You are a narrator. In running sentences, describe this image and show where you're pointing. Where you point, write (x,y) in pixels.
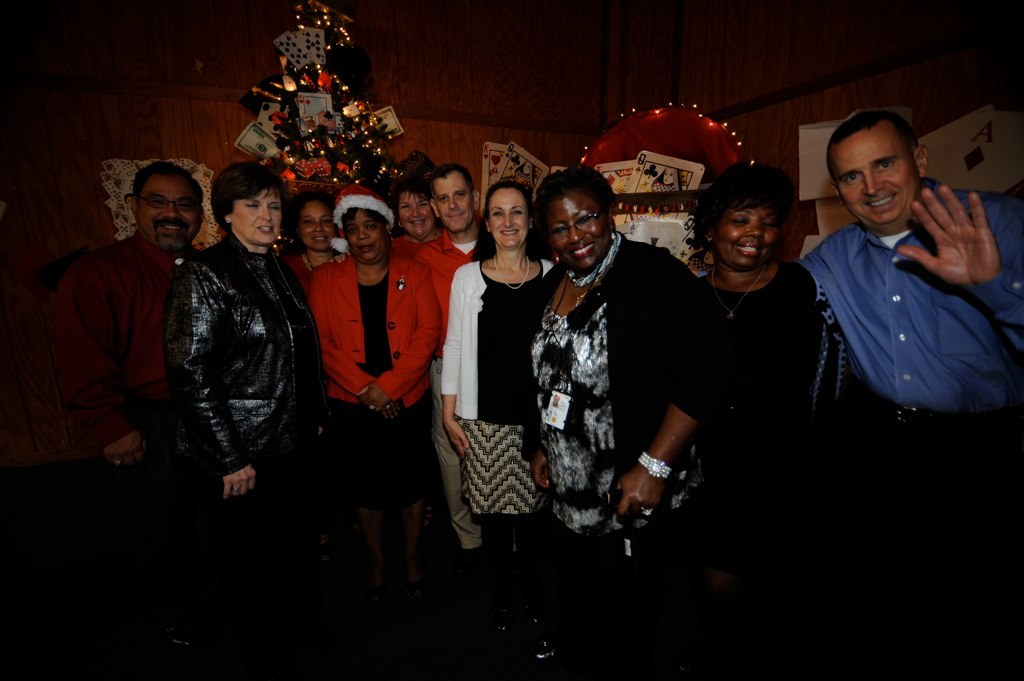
In this image I can see number of people (592,186) with smile on their faces (590,236). In the background (278,141) I can see a Christmas tree (353,144) with decoration (259,142) of cards (305,120) and lights (369,143).
